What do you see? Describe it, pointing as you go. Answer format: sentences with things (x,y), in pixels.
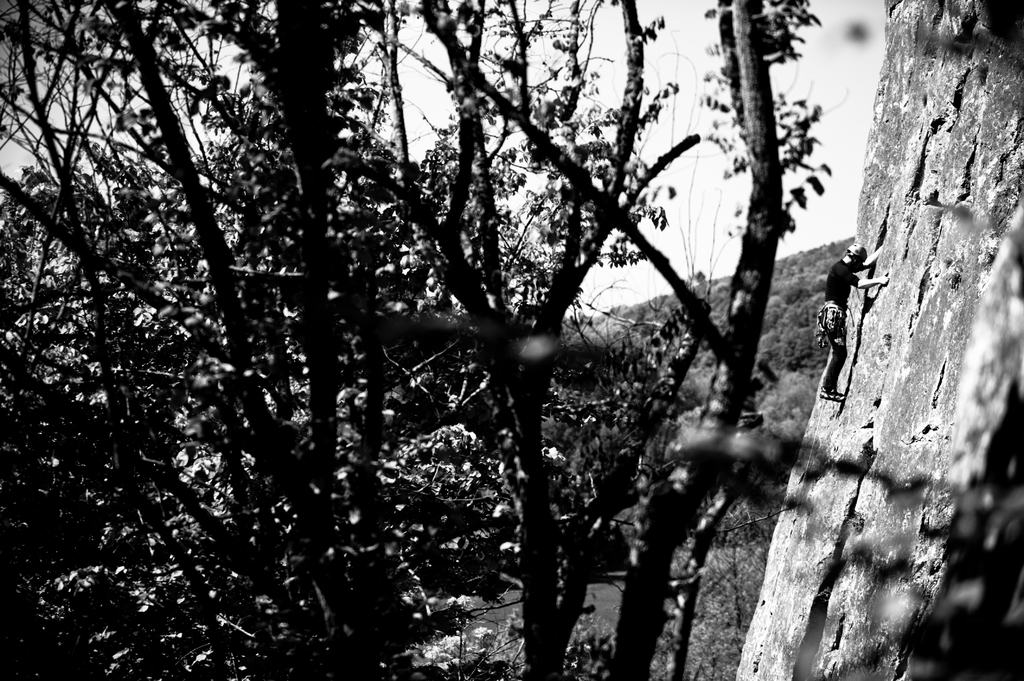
In the picture we can see a part of the tree (563,492) and beside it, we can see a part of the rock mountain (814,452) with a person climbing on it and beside it, we can see a hill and on the top of it we can see the part of the sky (726,202).
